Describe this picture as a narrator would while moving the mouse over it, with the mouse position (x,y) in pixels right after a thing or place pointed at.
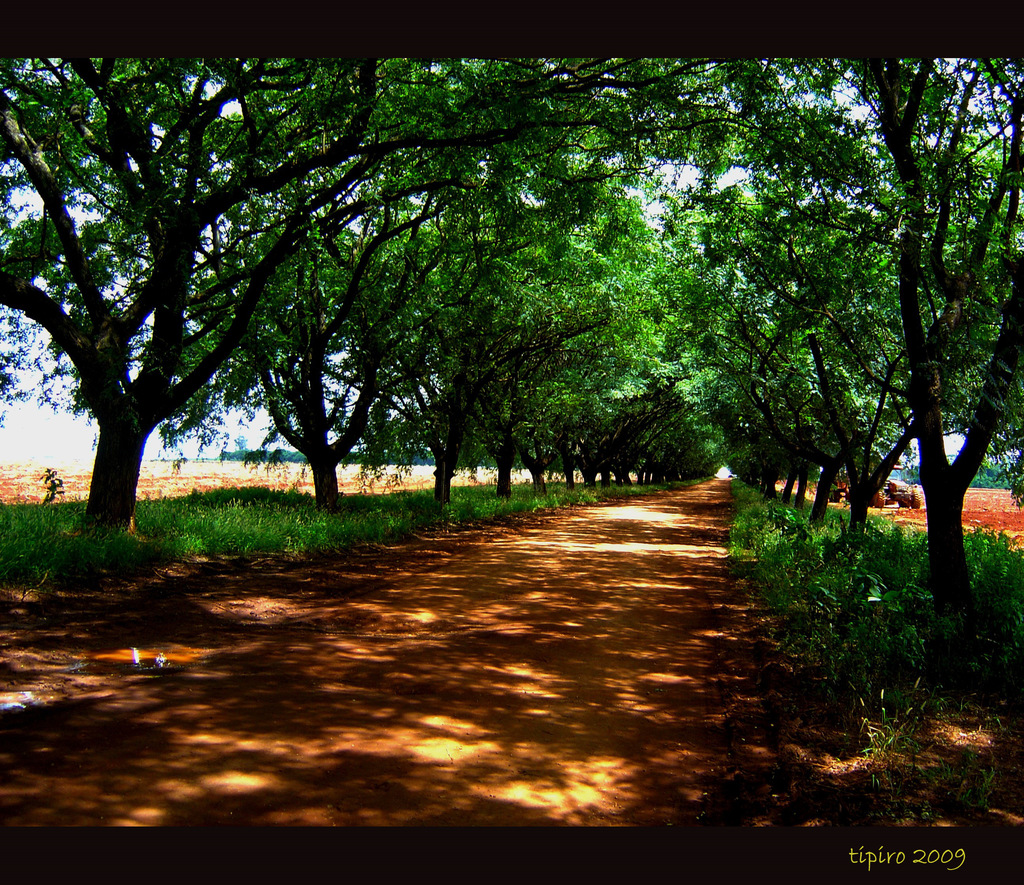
At the bottom of this image (437,660) there is a path (511,638). On both sides, I can see the grass (311,536) and trees (325,344). In the bottom right-hand corner (895,854) there is some text (939,860).
